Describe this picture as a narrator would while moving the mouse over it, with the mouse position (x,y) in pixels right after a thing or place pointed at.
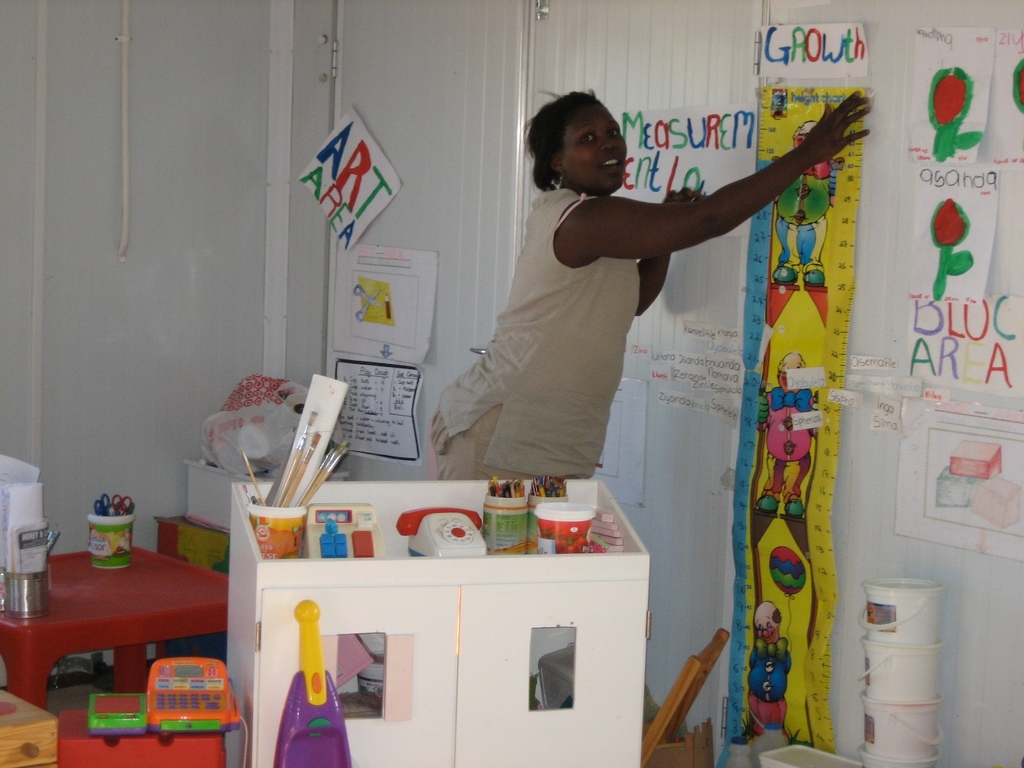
This image is taken indoors. In the background (278,155) there is a wall (977,589) and there are many charts (394,345) with text (398,395) and arts (913,489) on the wall (880,167) and there is a poster (758,357) with a few images (773,656) and text (672,181) on it. In the middle of the image (635,282) a woman (682,189) is standing and she is holding a poster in her hands (840,133). There is a table (451,571) with a few toys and a few things (328,479) on it and there are many things (303,691) on the floor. On the right side of the image (921,655) there are a few buckets (891,710) and a tub (795,749) on the floor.
